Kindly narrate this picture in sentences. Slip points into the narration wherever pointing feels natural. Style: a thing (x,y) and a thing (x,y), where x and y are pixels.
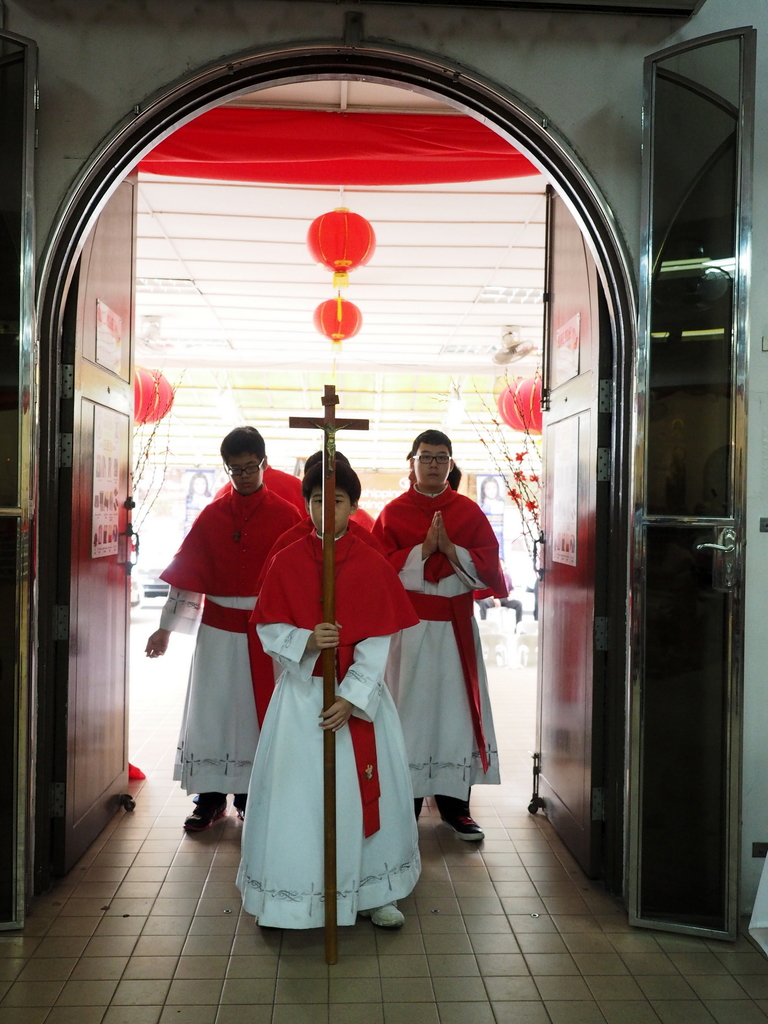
The picture is taken in a cathedral (722,943). In the center of the picture (267,494) there are people (391,556) walking holding a cross (333,629). On the left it is door (6,155). On the right (659,453) it is door (729,728). In the background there are flowers (152,436) and decorative (342,271).
